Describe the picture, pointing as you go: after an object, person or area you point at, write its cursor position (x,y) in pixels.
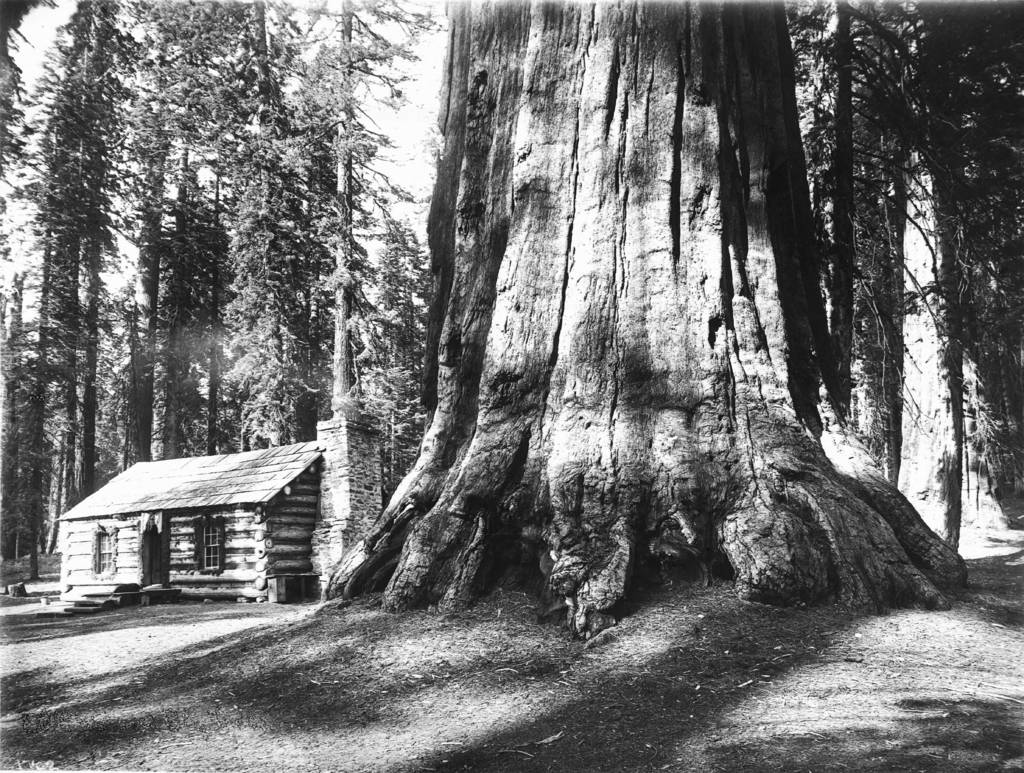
In this image we can see black and white picture of a house (317,487) with windows (209,557) and door (146,581), we can also see a group of trees (350,385) and the sky (439,16).
